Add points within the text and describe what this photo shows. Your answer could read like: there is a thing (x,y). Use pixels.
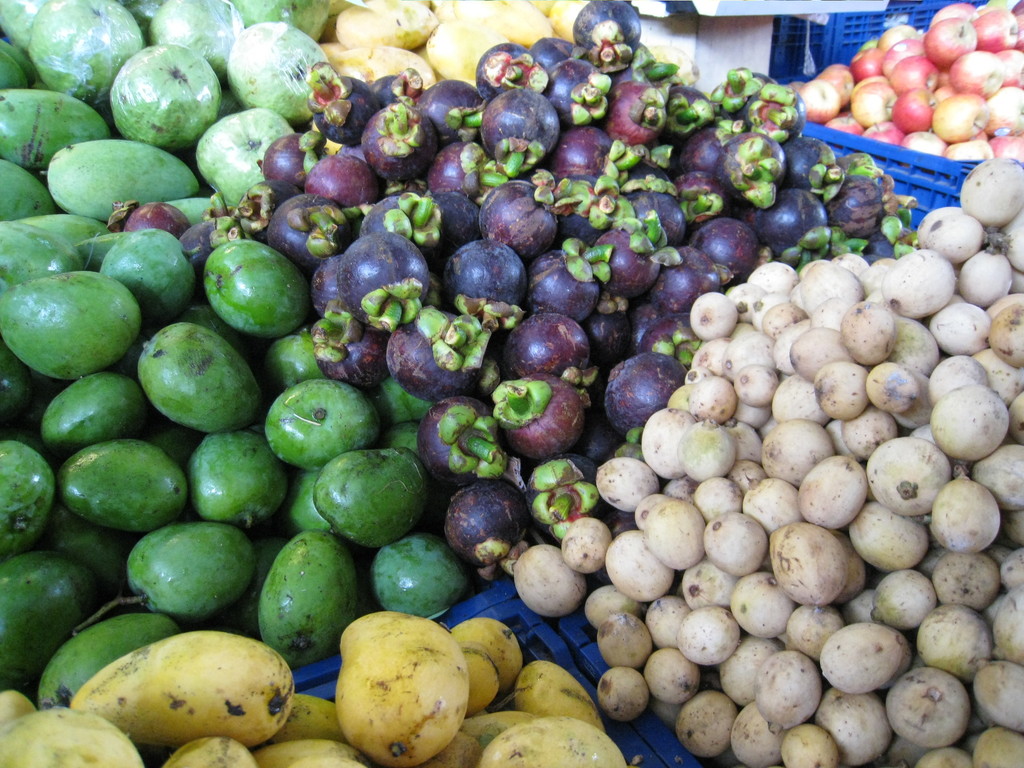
In this image we can see fruits (479,642) placed on the containers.
